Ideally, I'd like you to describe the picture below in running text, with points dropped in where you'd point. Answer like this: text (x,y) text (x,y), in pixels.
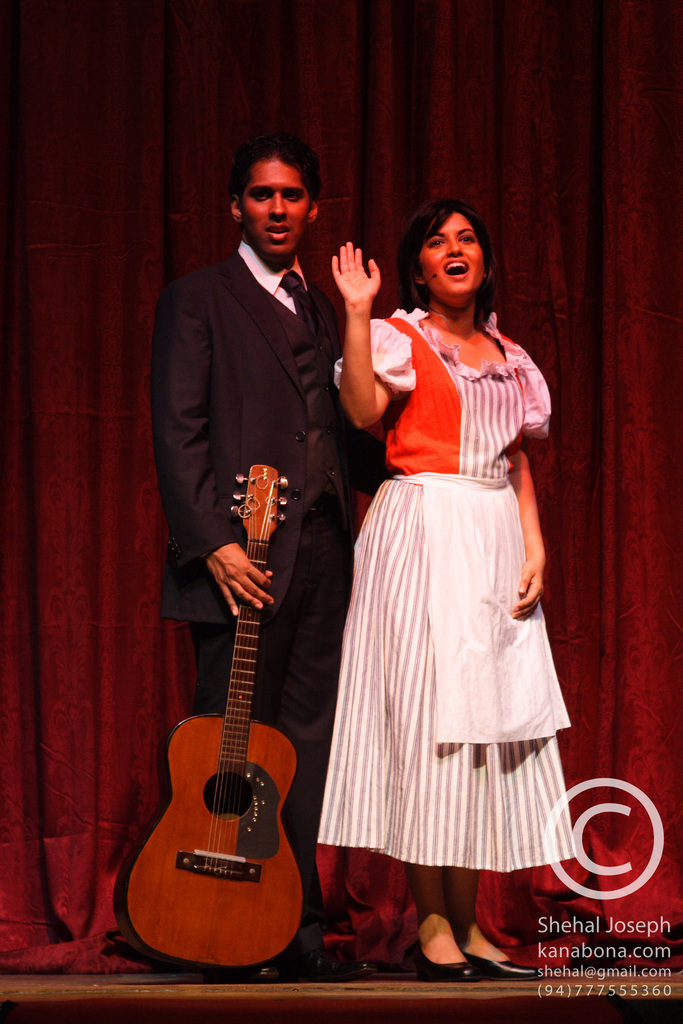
In this image i can see man (303,557) and a woman (465,570) standing, the man (289,468) is holding a guitar (180,924). In the background (418,114) i can see a red curtain (453,122).
